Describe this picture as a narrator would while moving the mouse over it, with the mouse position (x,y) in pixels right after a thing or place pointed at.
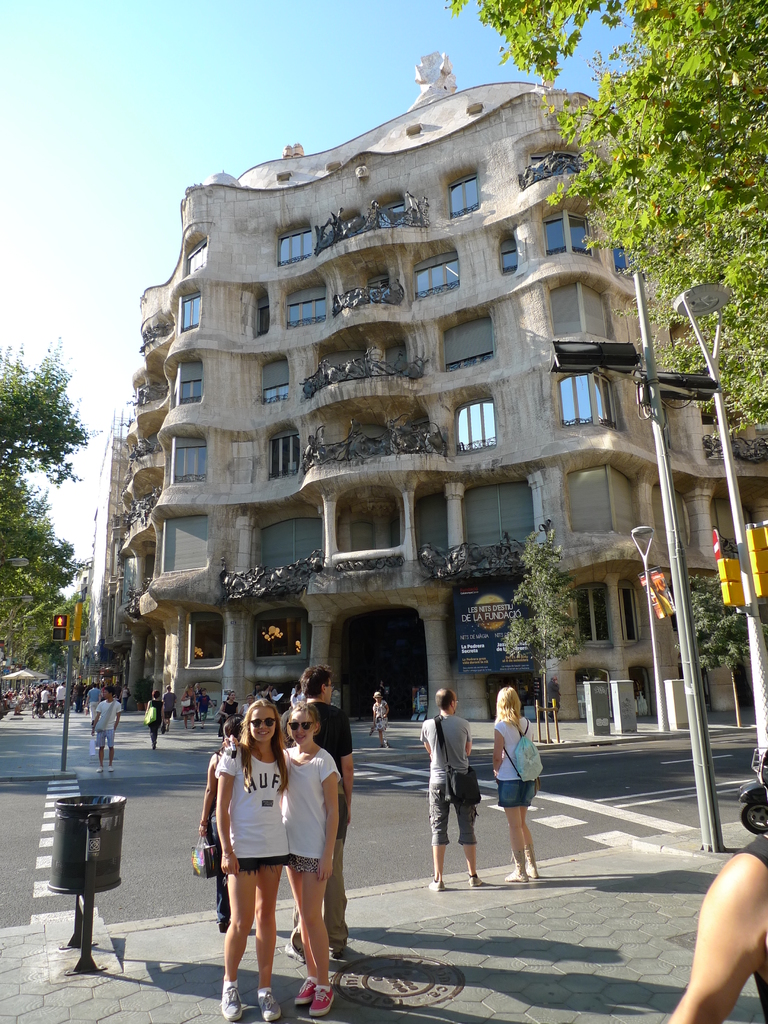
In this picture we can see a few people (198,713) on the path (188,947). There is a dustbin (59,885). We can see a traffic signal (57,624) and a few poles (646,333) on the path (485,729). We can see yellow objects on the right side (756,527). We can see a building (733,537) in the background (669,622). Sky (105,79) is blue in color.
